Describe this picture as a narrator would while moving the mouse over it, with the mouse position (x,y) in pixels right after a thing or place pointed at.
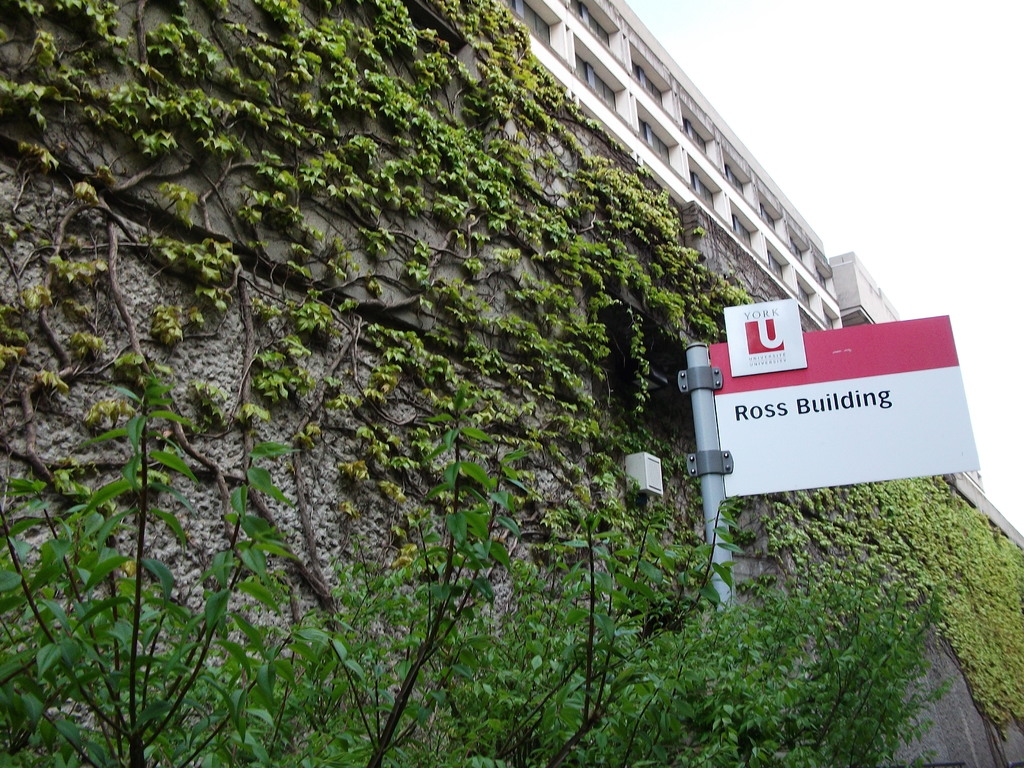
In this image, we can see the plants (1014,564), wall (573,557), box (640,462) and pole (704,489) with board (806,432). On the right side of the image (720,160), we can see the building (737,169), wall (742,255), glass windows (772,263) and the sky (893,160).
